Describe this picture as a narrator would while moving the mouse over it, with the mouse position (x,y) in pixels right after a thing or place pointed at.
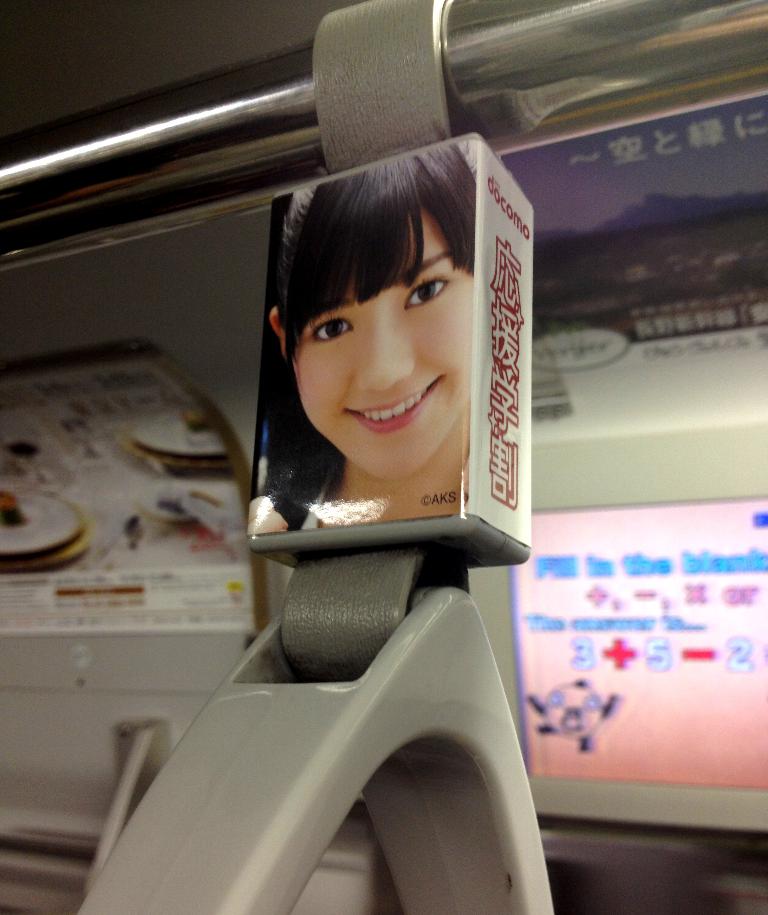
In this picture we can see a few posters (410,371). We can see some text (609,572), numbers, symbols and a few figures (354,283) on the posters (42,576). There is a rod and other objects (185,759).
